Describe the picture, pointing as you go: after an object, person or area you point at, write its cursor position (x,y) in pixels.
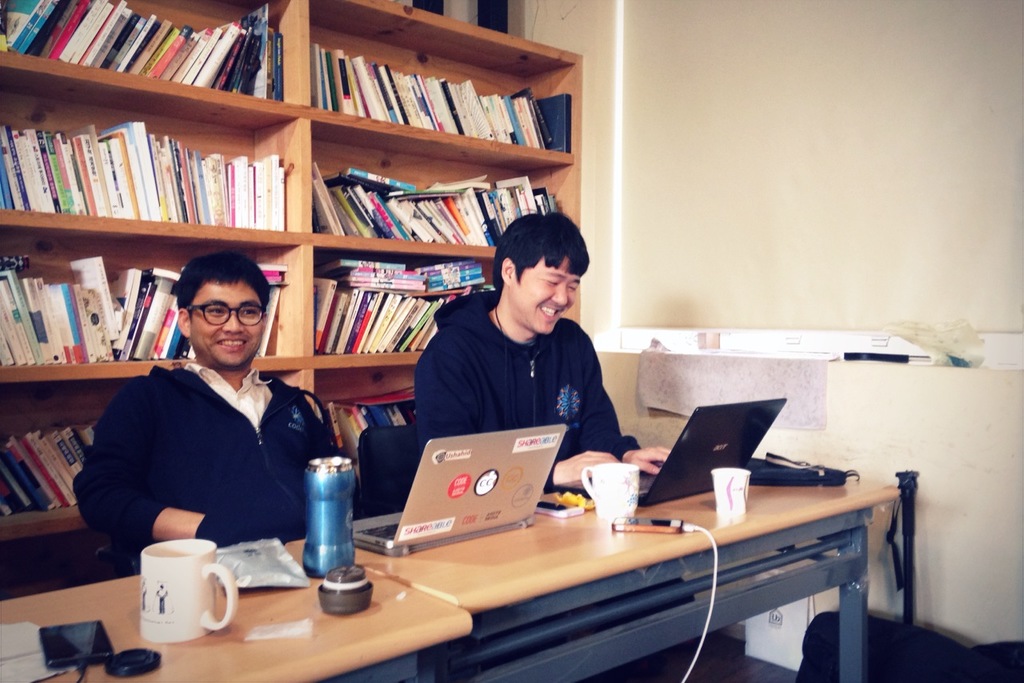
In this image we can see these two men (202,327) wearing black jackets (192,455) are sitting on the chairs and smiling. Here we can see mobile phones (81,650), laptops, cups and a few more things (774,478) are kept on the table (826,511). In the background (400,95), we can see books (262,95) kept on the shelf (158,95).
